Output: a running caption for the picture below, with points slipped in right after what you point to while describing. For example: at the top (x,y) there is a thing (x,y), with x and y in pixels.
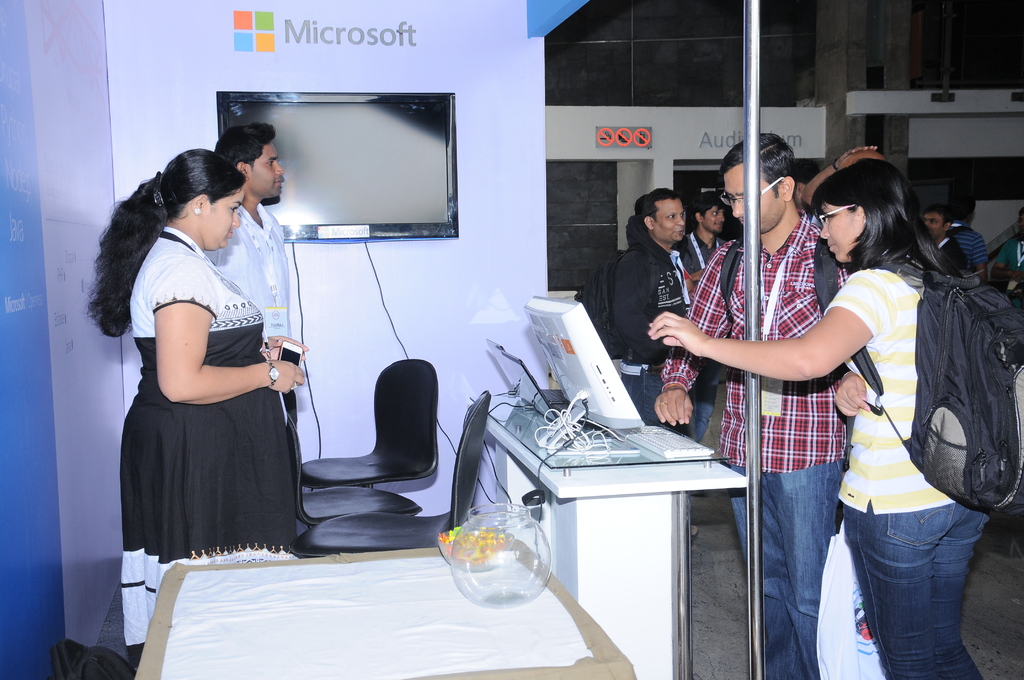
An indoor picture. A screen (387,200) is attached with a wall (490,104). In-front of this 2 persons (282,383) there are chairs (410,464). In-front of this 2 persons (783,401) there is a table (683,479). On a table (700,458) there is a monitor (608,393), keyboard (674,434) and cables (560,423). On this table (520,641) there is a bowl (505,551). This woman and this man (769,206) wore bags (944,378). This are walls (979,111).
